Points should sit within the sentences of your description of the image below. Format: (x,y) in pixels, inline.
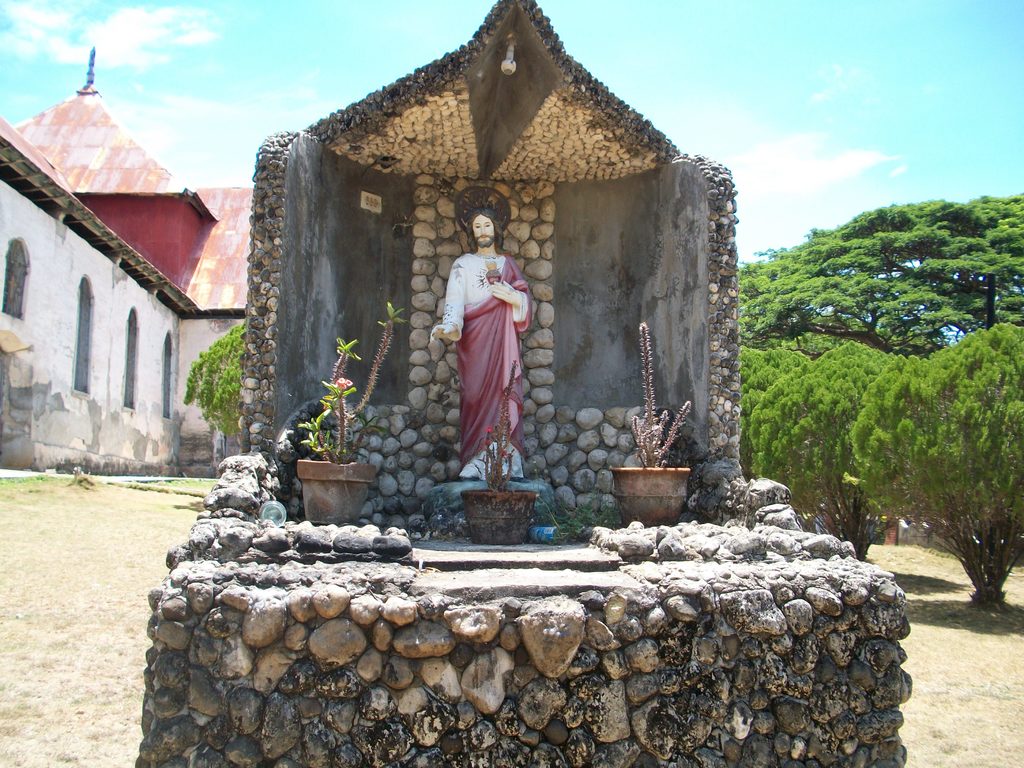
We can see sculpture (470,467) on stone (423,454) and we can see house plants (328,477). In the background (142,279) we can see building (167,230), trees (841,257) and sky (834,115).
